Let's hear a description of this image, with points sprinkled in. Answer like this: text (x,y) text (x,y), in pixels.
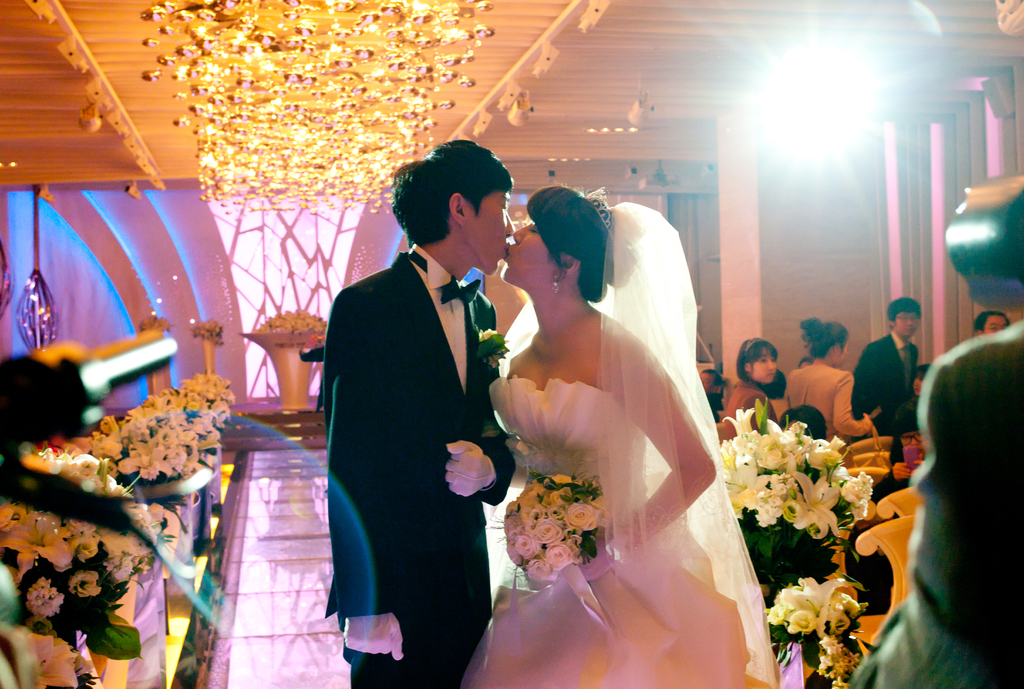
In this picture we can see a man (458,489) and a woman (689,464) are kissing, this woman (593,457) is holding a flower bouquet (590,540), on the right side (889,414) there are some people (929,414), we can see flowers (837,515) on the right side (833,507) and left side (131,456), there are lights (329,48) at the top of the picture (837,109).
